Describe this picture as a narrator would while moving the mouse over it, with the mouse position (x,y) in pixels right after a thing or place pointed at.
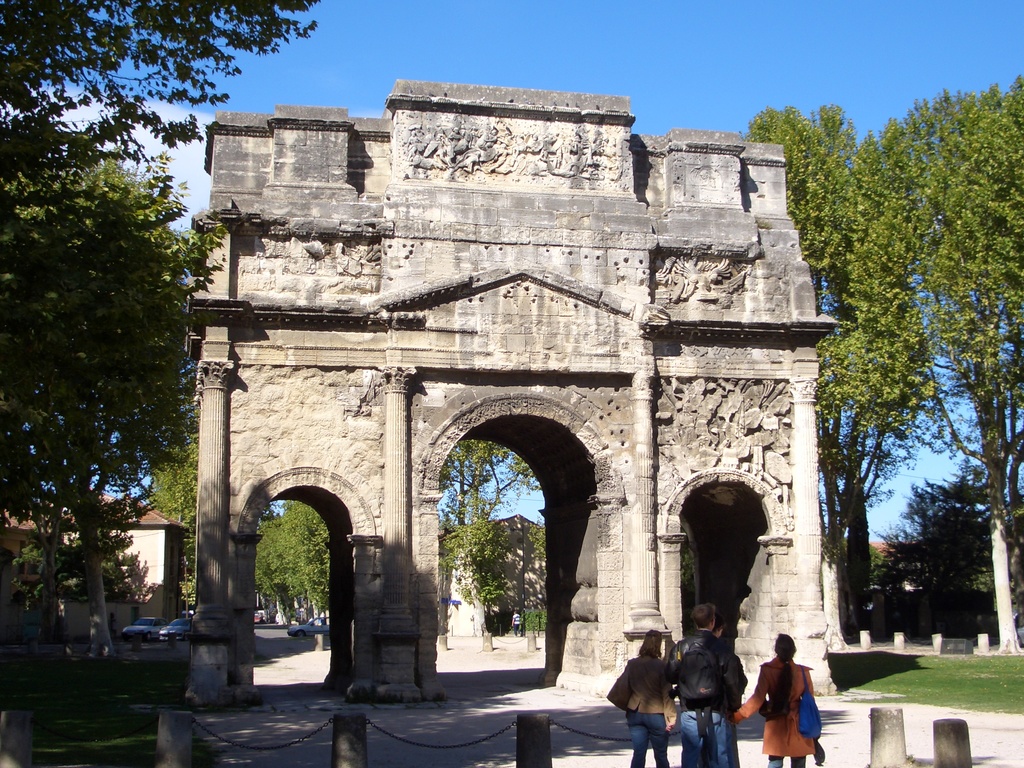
In this image we can see an arch gate (434,479), motor vehicles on the road (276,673), barrier poles (547,726), persons (642,678) standing on the ground (521,672), buildings (130,570), trees (914,511) and sky (901,522) with clouds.
